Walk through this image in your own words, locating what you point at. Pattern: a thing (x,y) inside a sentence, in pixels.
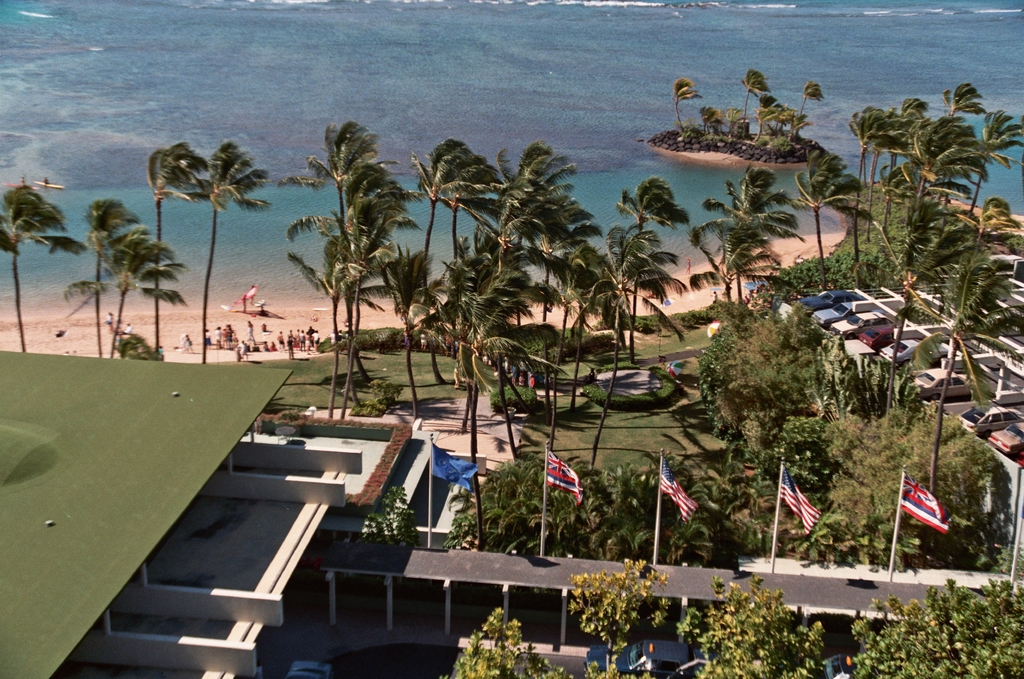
In this image I can see the roof (74,472) of the building (74,472) which is green in color, few trees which are green in color, few flags (928,524), few vehicles (1009,436) on the ground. I can see the beach (32,339), few persons (226,333) on the beach (262,307). In the background (197,85) I can see the water (207,75) and few boats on the surface (121,145) of the water (185,94).
